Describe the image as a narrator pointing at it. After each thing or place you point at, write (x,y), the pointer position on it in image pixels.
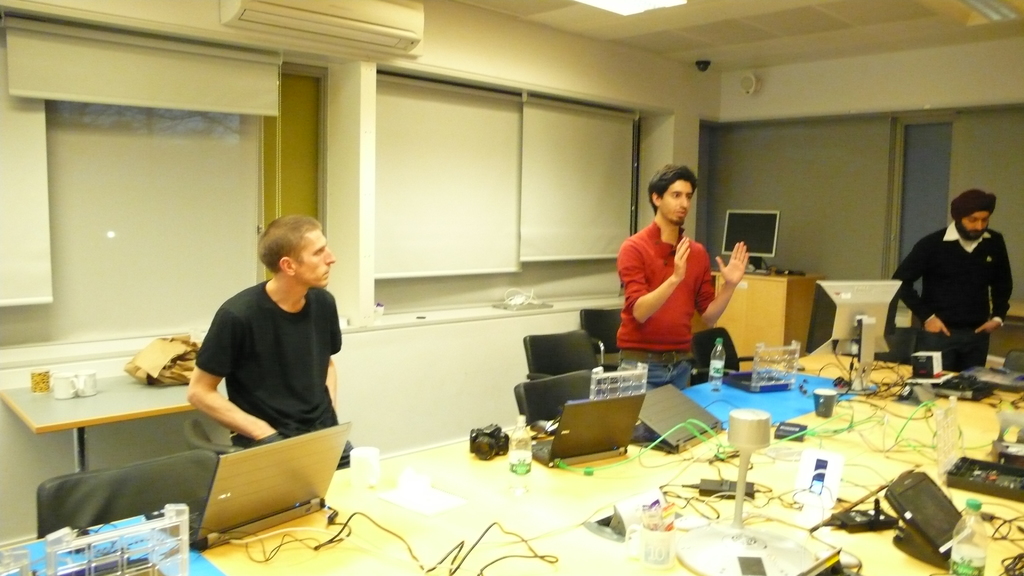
In front of the image there is a table (637,473). On top of it there are laptops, water bottles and a few other objects (301,530) on the table (658,469). There are chairs (600,366). There are people (207,402) standing. Behind them there is a table (15,399). On top of it there are cups (65,388) and there is some object (138,376). In the background of the image (772,284) there is a computer (754,254) and some object (794,273) on the table (790,290). There are glass windows (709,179), curtains (504,154). There is an AC (410,18) and a ccTV camera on the wall (402,66). On top of the image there are lights (989,2).
